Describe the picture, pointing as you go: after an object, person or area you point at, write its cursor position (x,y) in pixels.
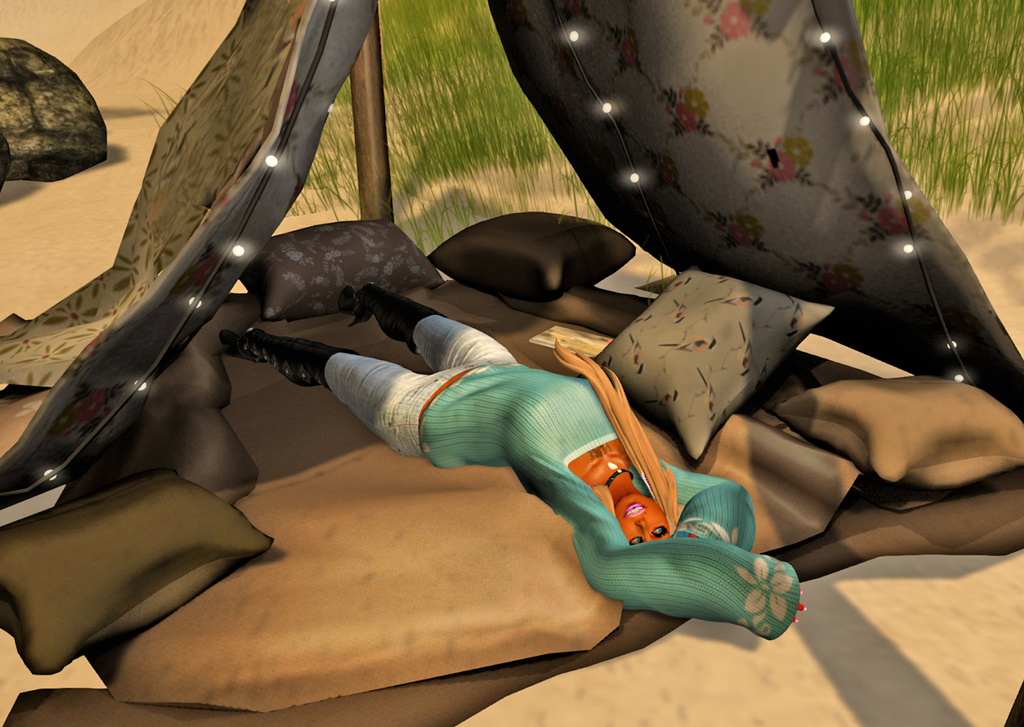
This is an animated image. In this image we can see a woman (471,459) lying under a tent (588,146). We can also see some pillows (528,224), cushions (665,378), ceiling lights (174,338), stones (71,145), a pole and grass (422,181).
